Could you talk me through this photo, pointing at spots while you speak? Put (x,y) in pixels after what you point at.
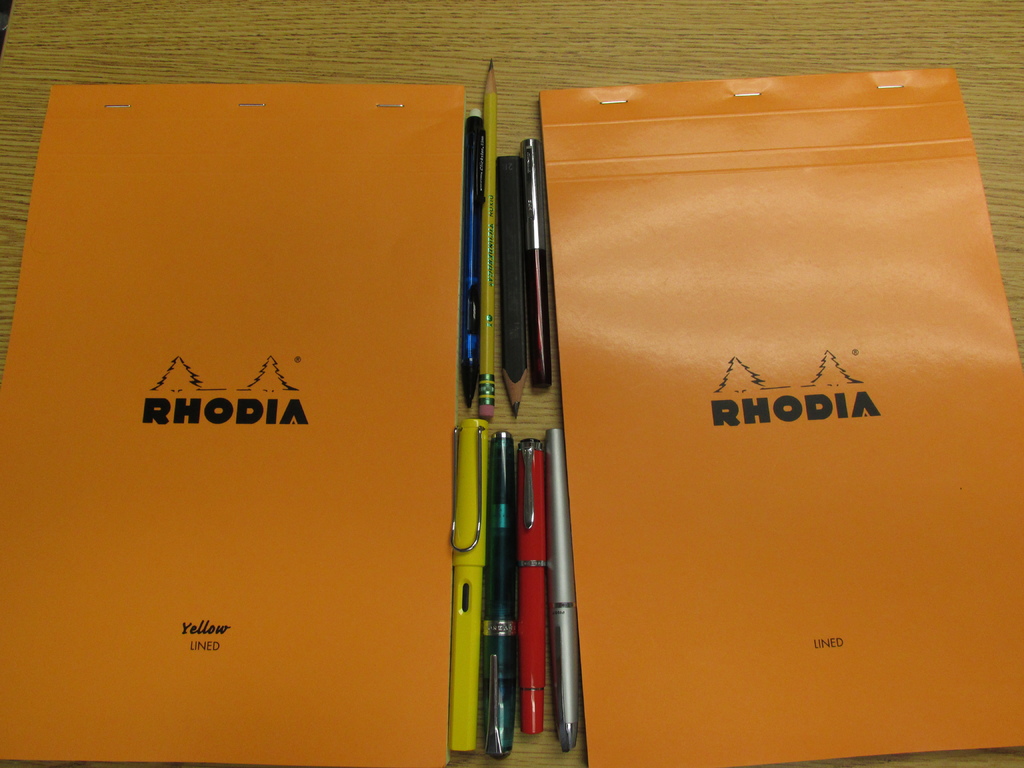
In the center of the image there is a table (506,35). On the table (564,71) we can see books (129,317), pens (539,170), pencils (494,340).
